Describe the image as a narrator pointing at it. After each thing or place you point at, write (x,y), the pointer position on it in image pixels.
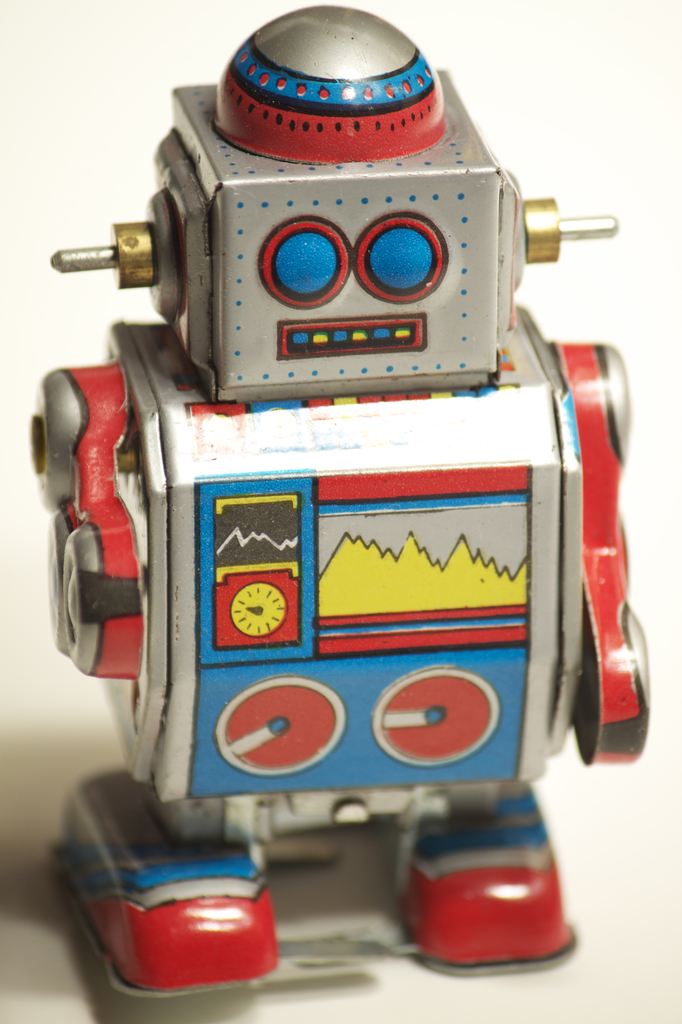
In this image there is robot toy (374,645) in middle of this image (364,617).
